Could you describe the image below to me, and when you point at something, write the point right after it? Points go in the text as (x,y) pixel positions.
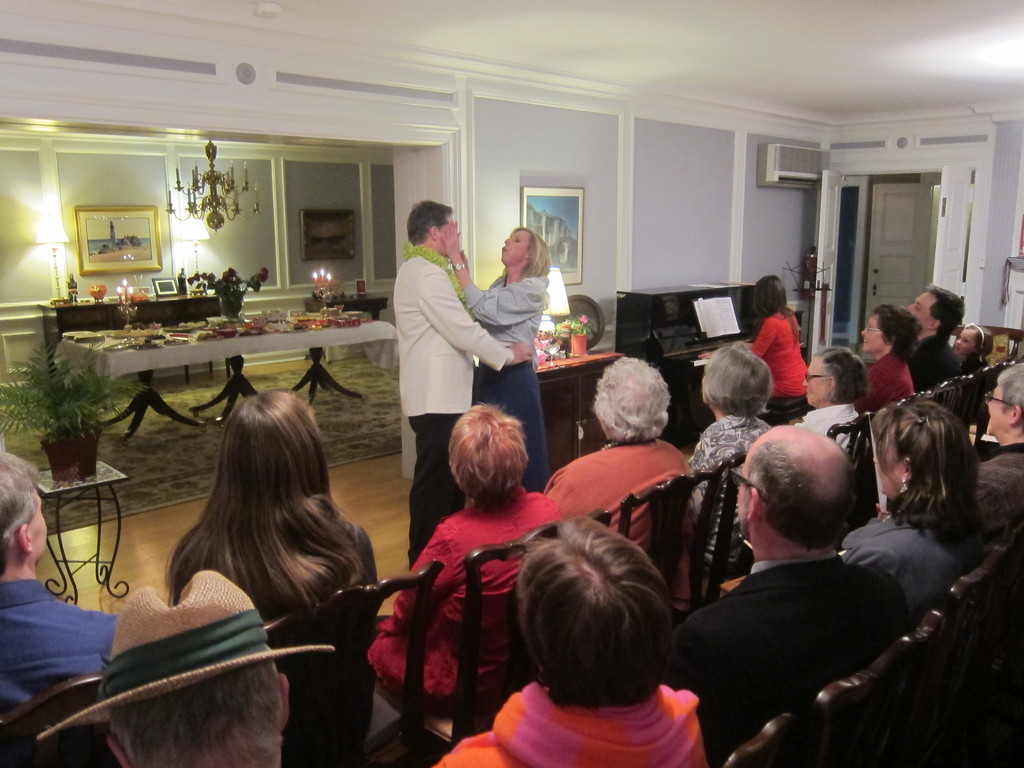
In this picture I can observe some people (852,530) sitting on the chairs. There are men (786,439) and women (660,415) in this picture. In front of them there is a couple (431,329) standing on the floor (406,485). On the left side (90,343) I can observe a table (312,359) and a chandelier (207,207) hanging to the ceiling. In the background (147,238) I can observe some photo frames (305,232) on the wall (500,207).
